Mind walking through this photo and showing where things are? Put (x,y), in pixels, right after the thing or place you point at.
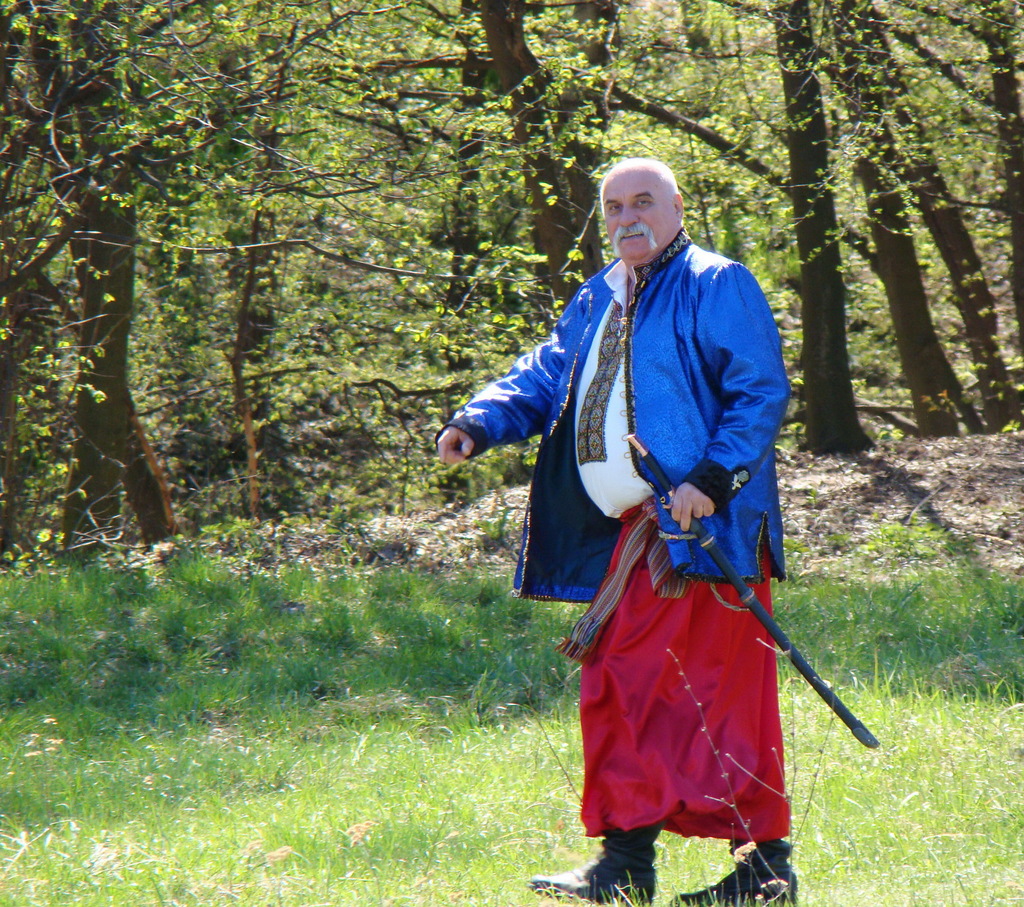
In the picture we can see a man (612,583) standing on the grass surface (973,718), he is wearing a blue color open shirt (680,286) and red color cloth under it and black shoes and he is holding a sword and behind him we can see plants (419,443) and trees (937,231).
